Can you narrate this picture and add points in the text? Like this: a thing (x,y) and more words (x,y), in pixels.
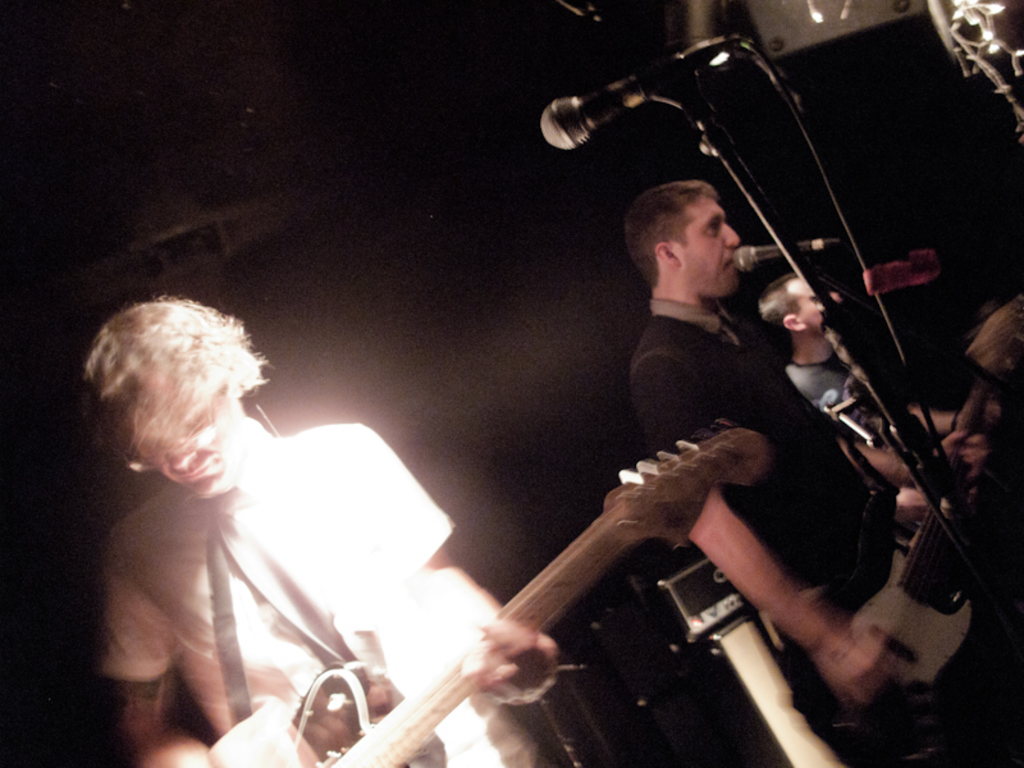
In this image, we can see a man (769,492) standing and he is singing into the microphone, there is a man (477,711) playing a musical instrument (610,539) and there is a blur background (559,342).
